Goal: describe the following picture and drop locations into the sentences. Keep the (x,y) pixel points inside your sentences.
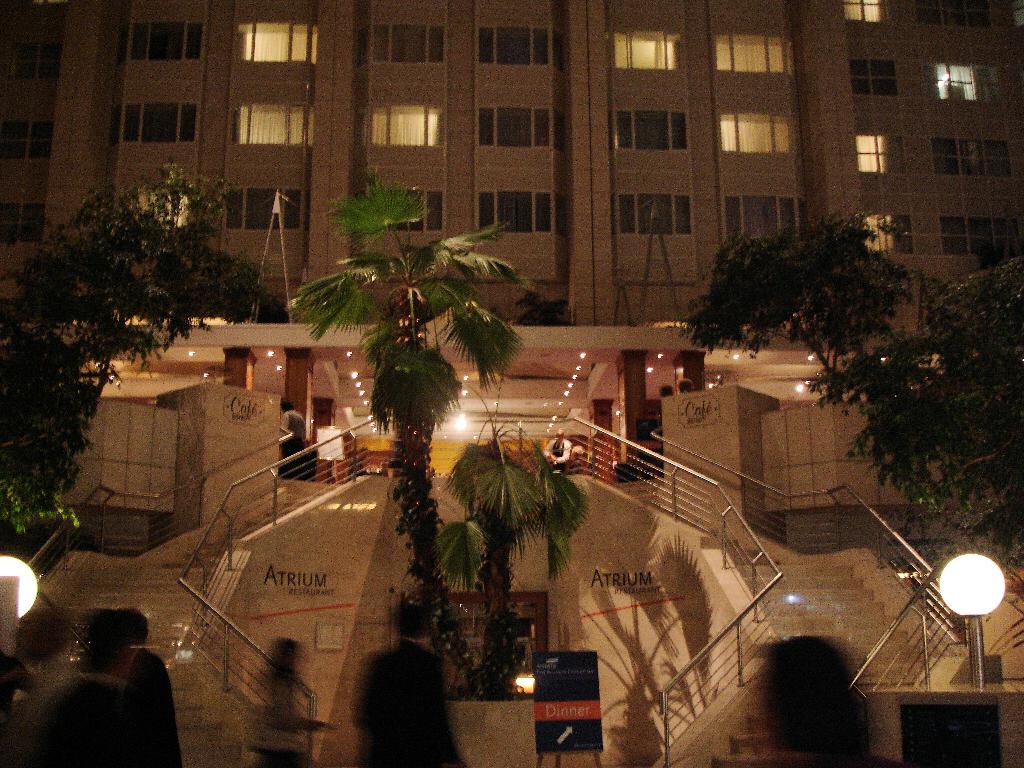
In this picture we can see some blurred people (107,723). Behind the people (145,682) there are steps (221,523), iron grilles (750,598), a board (537,682), trees (431,569) and name boards (296,584). Behind the trees (415,425) there is a building (407,104) with windows (495,107). Inside of the building (321,419) there are two people (296,423), a board (330,432), some objects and ceiling lights (573,386).
